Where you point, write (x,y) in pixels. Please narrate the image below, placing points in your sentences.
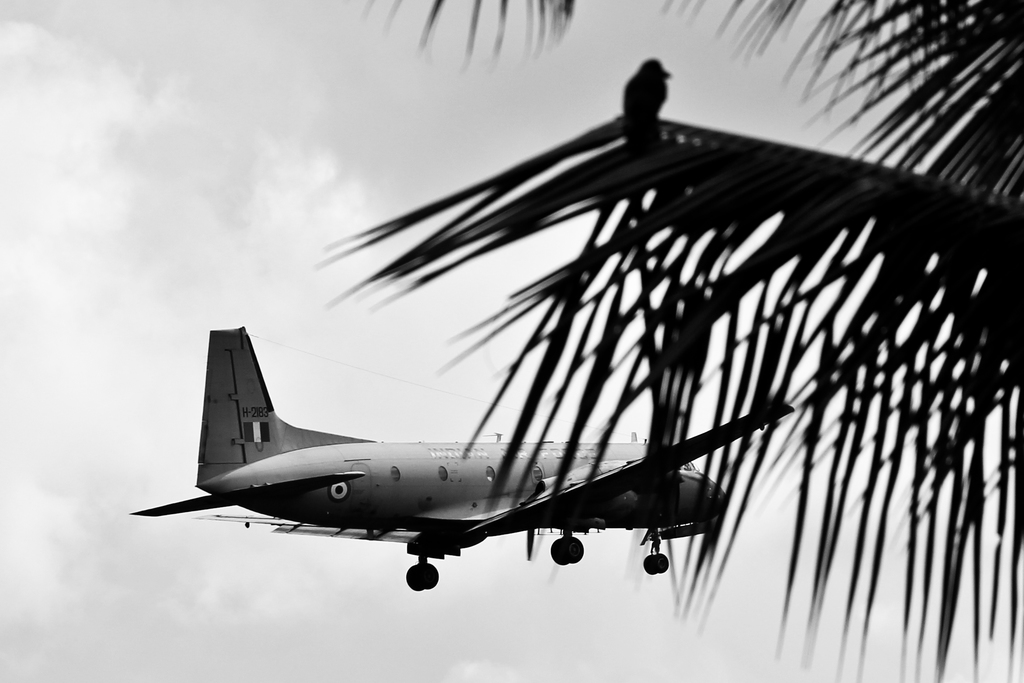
There is a flight (276,425) flying. On the right side (896,227) there are leaves (878,215). On that there is a bird (647,95). In the back (293,155) there is sky (168,203).
